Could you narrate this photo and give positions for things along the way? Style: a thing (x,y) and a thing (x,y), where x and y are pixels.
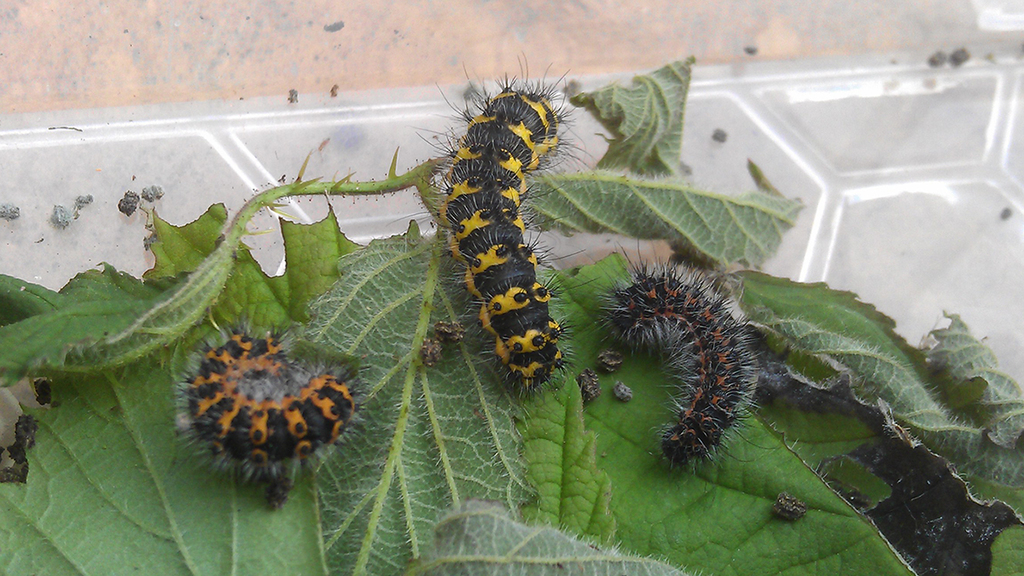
In this image I can see few insects (332,440) in orange, black and yellow color. Insect (496,336) are on the green color leaves (611,506). Back I can see a cream and grey and white surface (893,166).
